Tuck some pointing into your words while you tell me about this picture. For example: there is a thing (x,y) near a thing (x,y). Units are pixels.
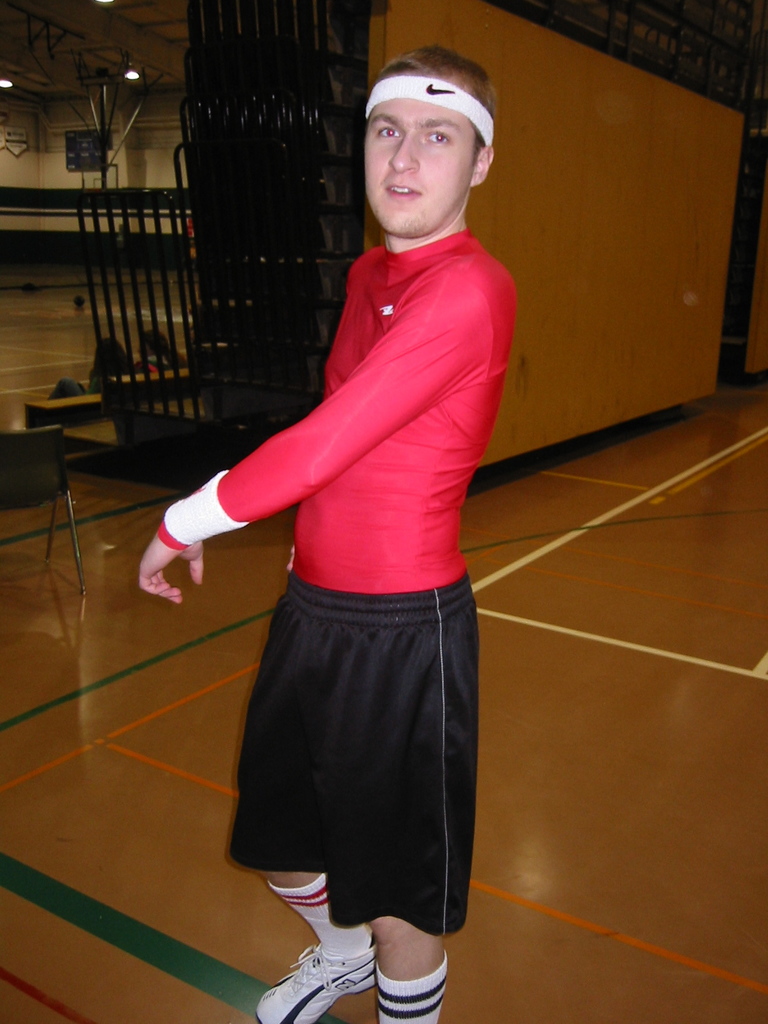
Front of the image we can see a person (412,824) is standing. Background (130,261) there are grills (215,249), walls (52,157), lights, chair (25,479) and people (140,362).
